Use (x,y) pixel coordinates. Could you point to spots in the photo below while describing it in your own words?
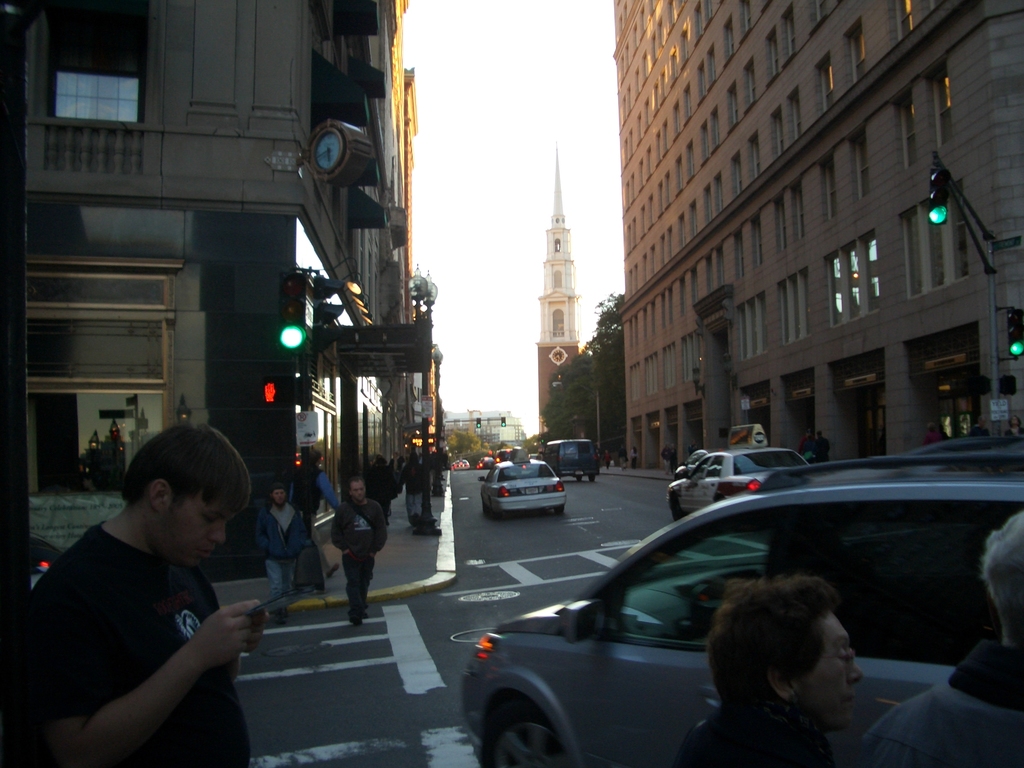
Vehicles (638,631) are on the road (572,582). These are buildings (658,147), windows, signal lights (288,343), people (351,540) and clock (343,149). Far there is a tower (546,316) and trees (560,398). This person (91,749) is holding an object (284,594).
